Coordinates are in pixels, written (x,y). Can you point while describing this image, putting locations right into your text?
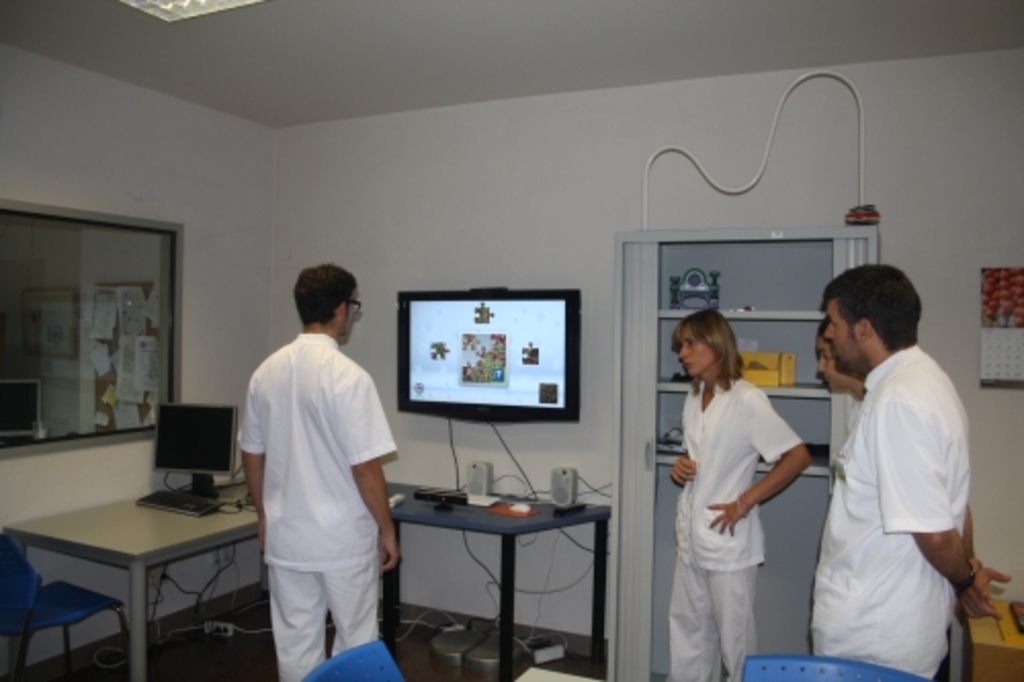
In this image I see 4 persons (930,643) who are standing and there are tables (556,515) in front on which there is a monitor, 2 speakers (550,490) and a TV (567,367) over here and I see the chairs (2,612).
